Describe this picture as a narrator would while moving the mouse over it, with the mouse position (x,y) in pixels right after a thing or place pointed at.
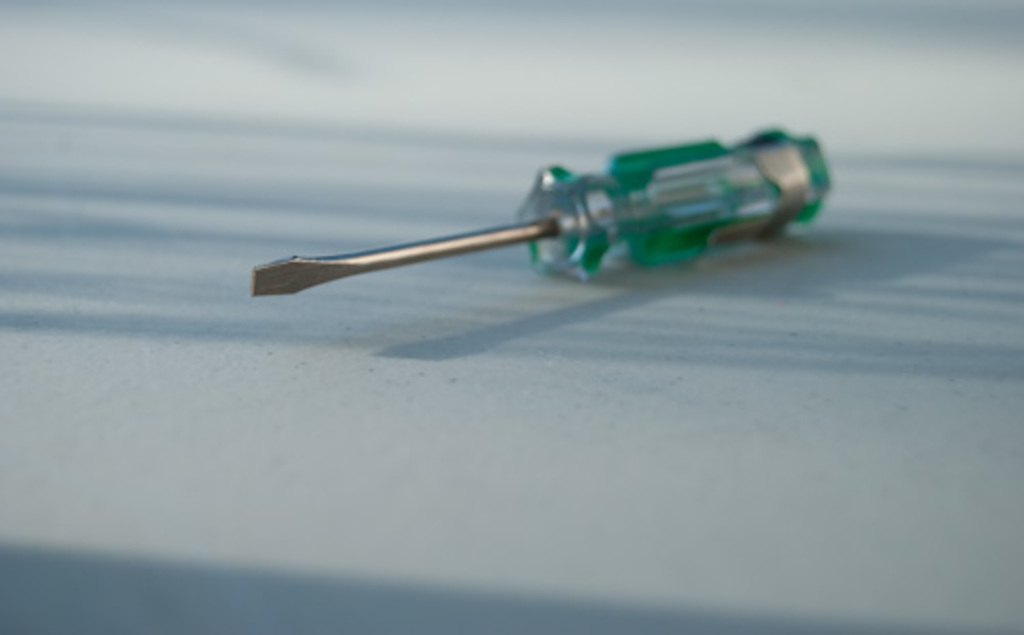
This image consists of a screw driver (681,239) kept on the floor (327,399).
